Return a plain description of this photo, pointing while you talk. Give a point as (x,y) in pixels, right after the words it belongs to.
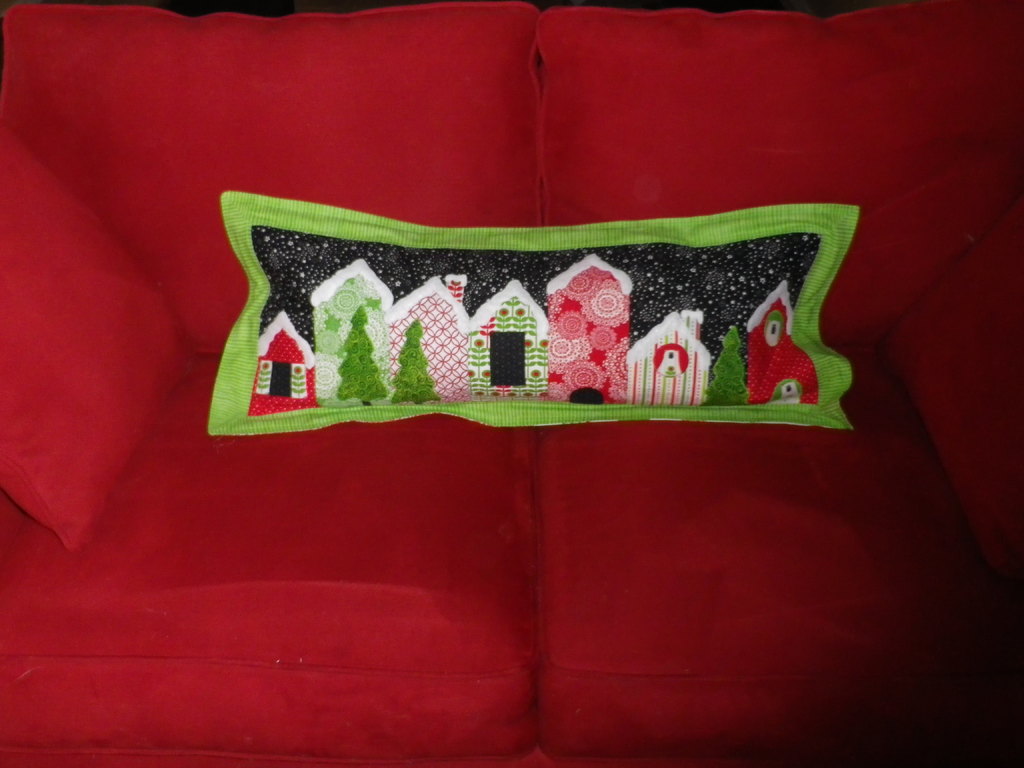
In this image in the center (503,494) there is a couch (250,492) which is red in color, on the couch (200,442) there are some pillows (494,378).
